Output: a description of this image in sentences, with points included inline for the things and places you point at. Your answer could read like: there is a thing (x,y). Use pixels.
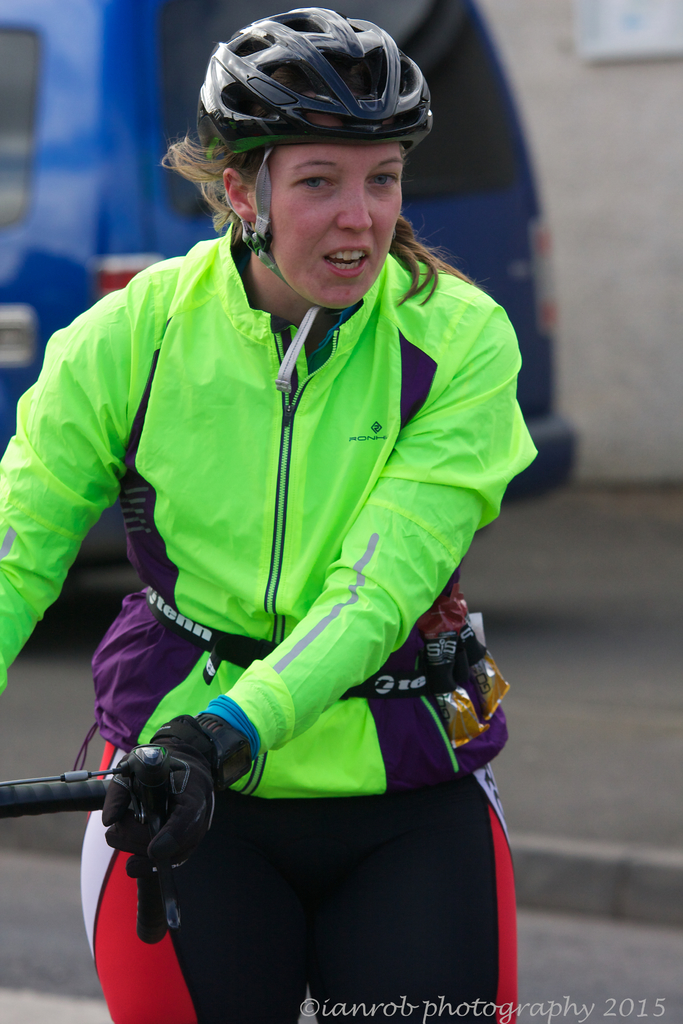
In the center of the image (370,447), we can see a lady (260,220) wearing helmet (285,124) and holding a handle (143,808) of a bicycle (97,796). In the background (609,97), there is a vehicle (490,95) and there is a wall (639,233). At the bottom (579,775), there is a road (592,934) and we can see some text (548,1007) written.
